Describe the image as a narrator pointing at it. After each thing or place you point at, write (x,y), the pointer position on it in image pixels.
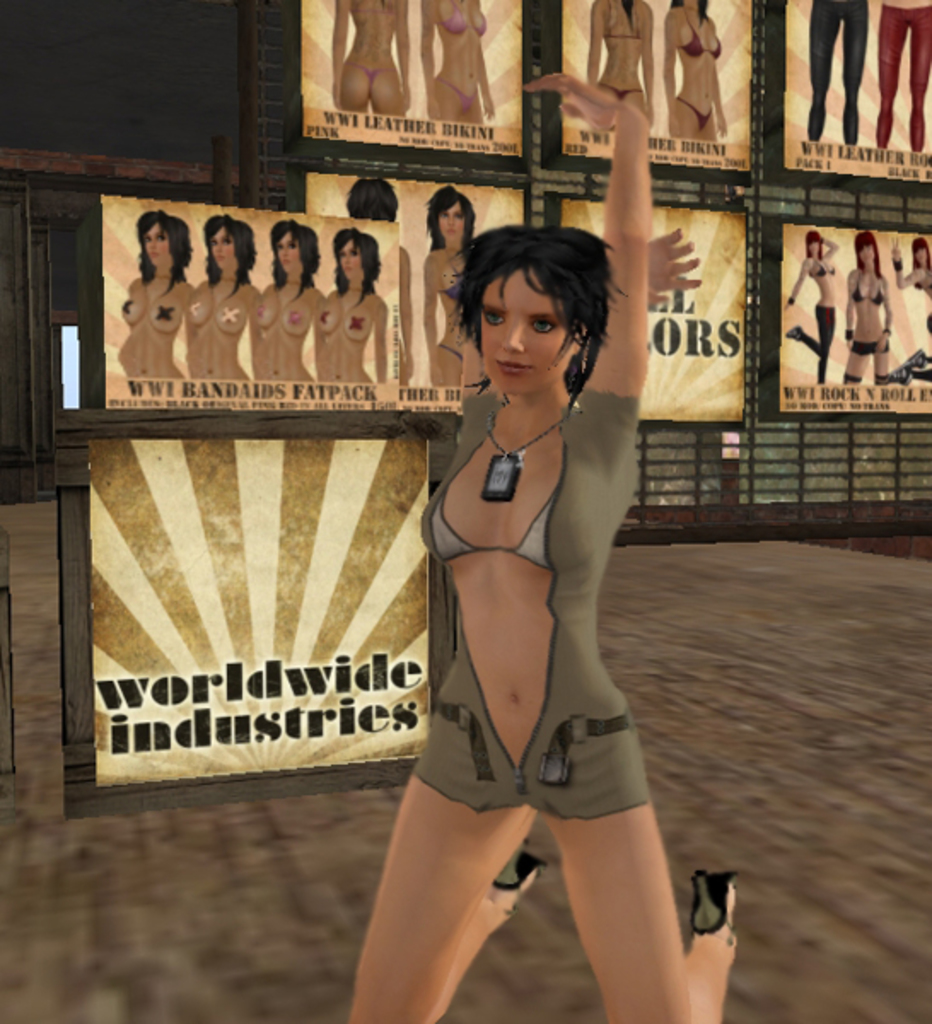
In this image, we can see depiction (553,388) of a person (531,779). In the background (854,382), there are some posters (693,115).
